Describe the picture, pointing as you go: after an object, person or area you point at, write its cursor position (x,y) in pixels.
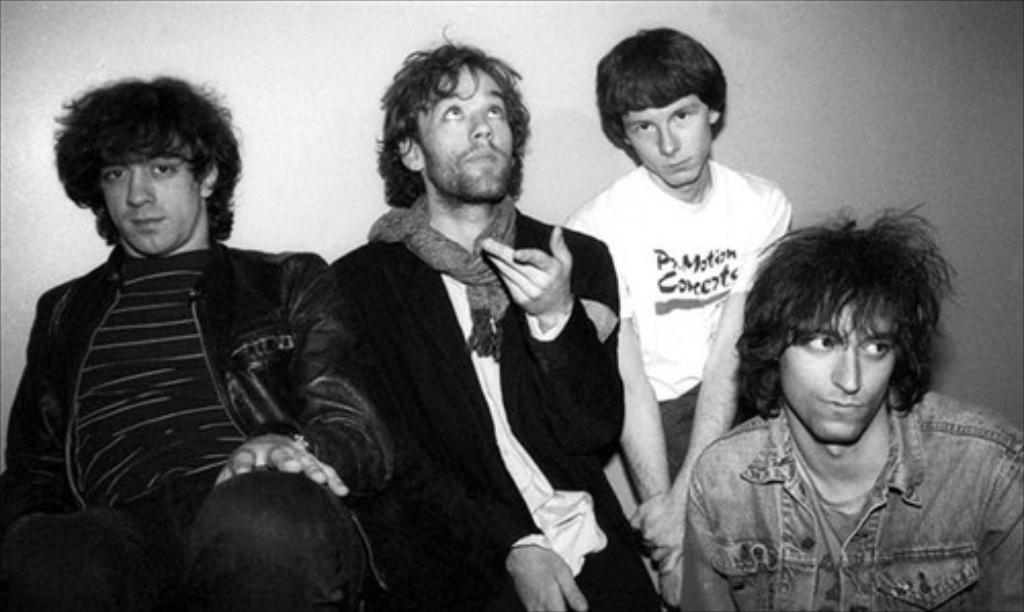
This is black and white picture, there are people (681,242). In the background (554,218) we can see wall (791,81).
